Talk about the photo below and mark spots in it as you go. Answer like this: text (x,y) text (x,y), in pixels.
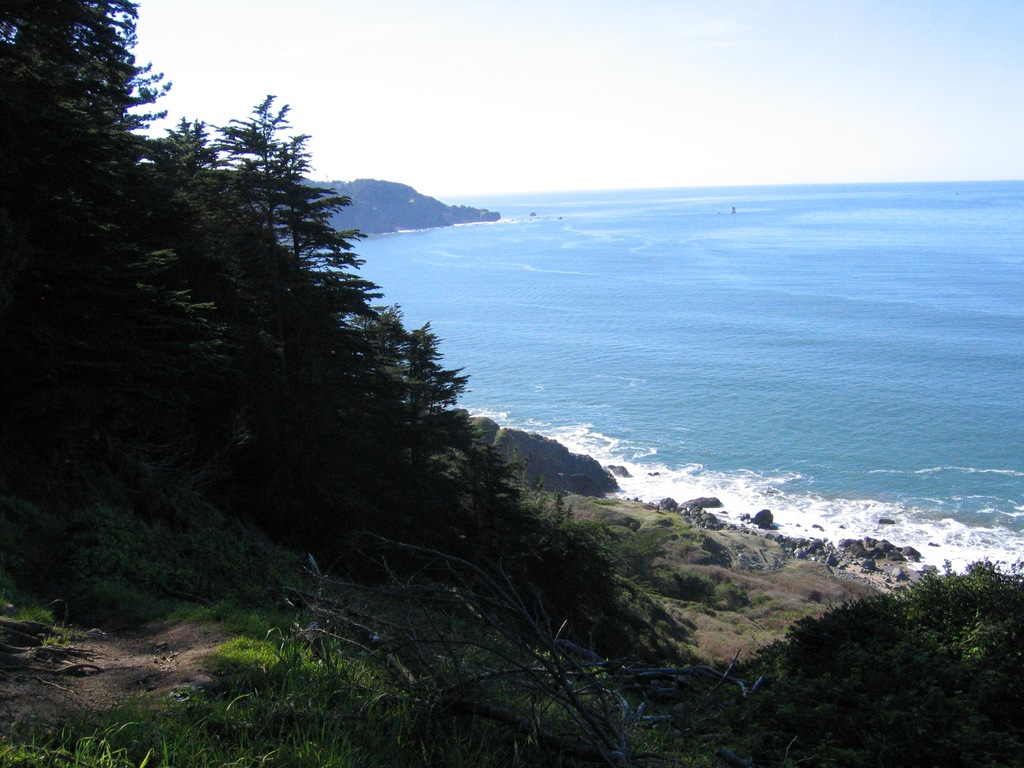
In this picture we can see the grass (377,675), trees (93,206), rocks (707,521), water (615,286) and in the background (587,149) we can see the sky (738,119).
